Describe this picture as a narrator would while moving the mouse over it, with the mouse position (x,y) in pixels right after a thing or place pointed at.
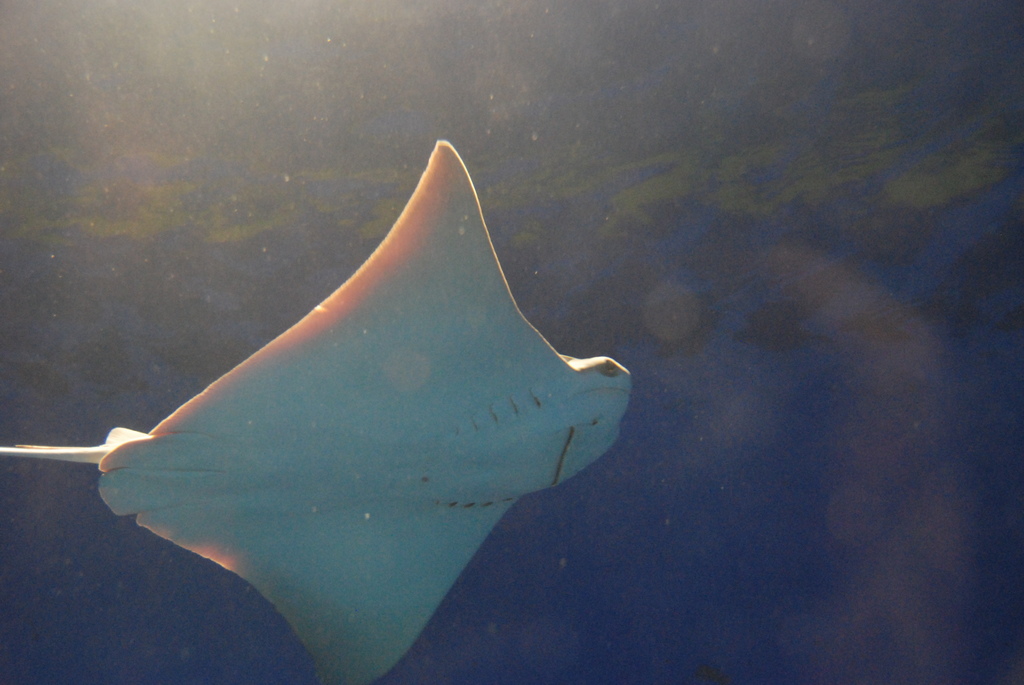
In the picture we can see a ray (477,441) which is under water (641,524).
